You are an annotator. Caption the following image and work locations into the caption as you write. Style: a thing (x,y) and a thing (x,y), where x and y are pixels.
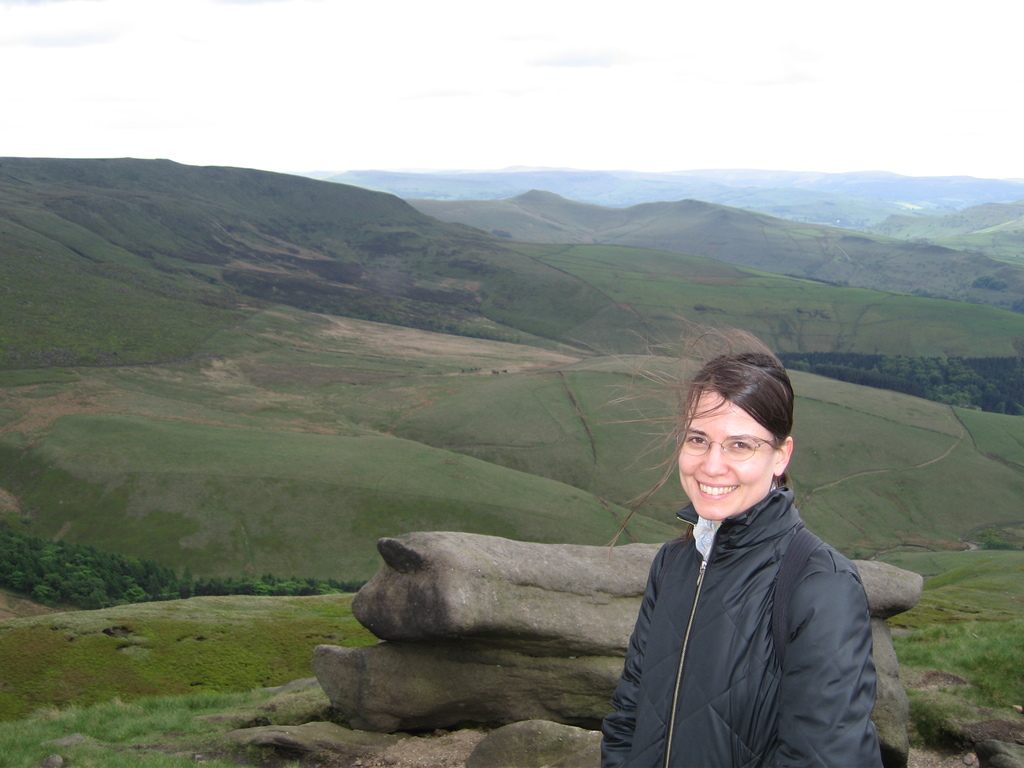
In this picture we can see a woman (743,654) in the black jacket (712,628) is smiling. Behind the woman (781,661) there are rocks (457,636), hills (566,377) and the sky (450,57).
